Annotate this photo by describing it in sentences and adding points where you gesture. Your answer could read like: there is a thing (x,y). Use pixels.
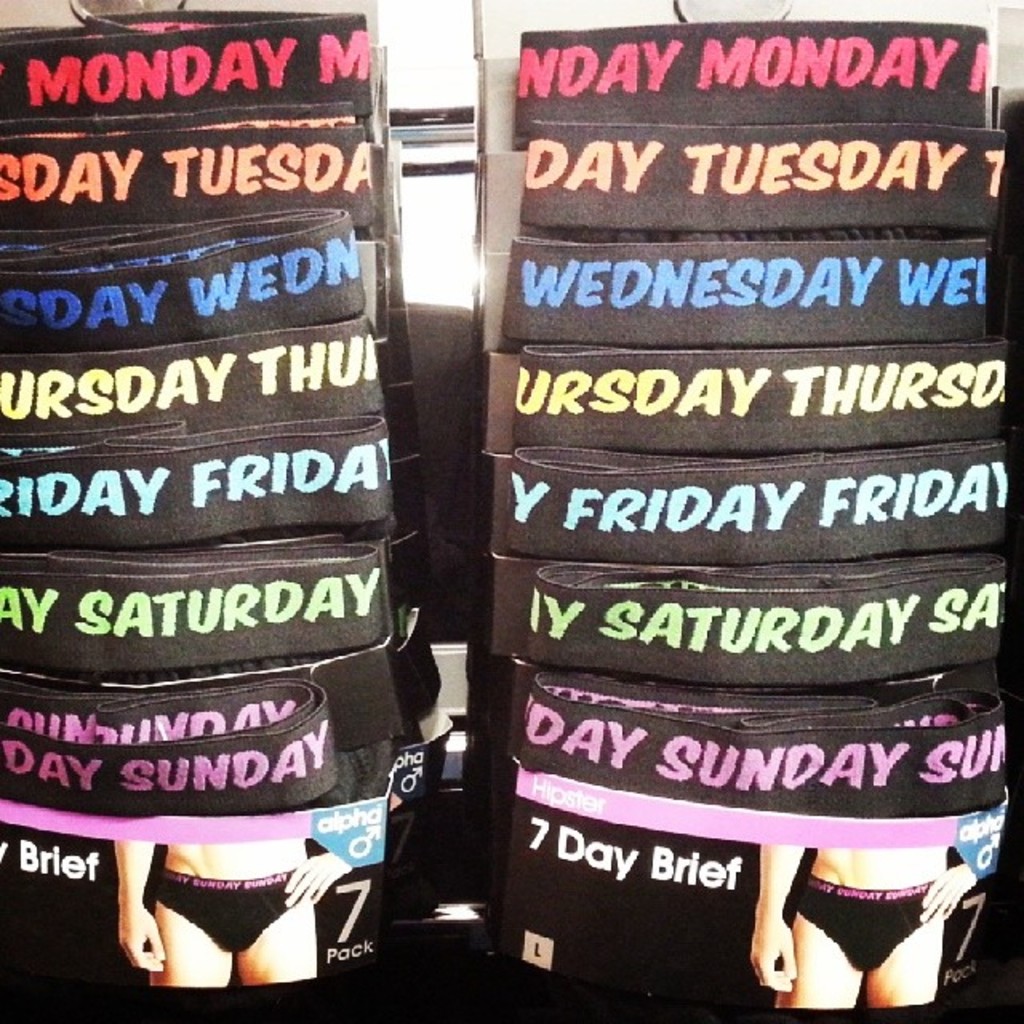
This picture consists of underpants (235,246) in the image.
